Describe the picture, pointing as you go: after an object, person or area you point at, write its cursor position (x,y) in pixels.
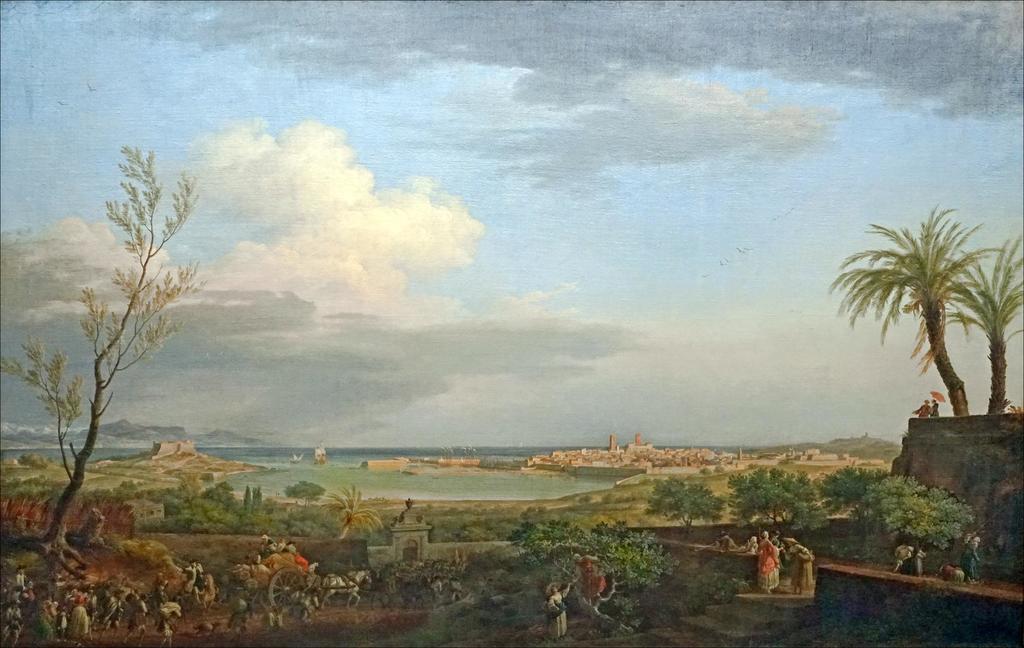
I see this is a depiction picture and I see number of people (172,603) and I see the cart (277,585) which is tied to this horse (332,580) and I see number of trees (793,477) and I see the sky (547,281) which is a bit cloudy.
